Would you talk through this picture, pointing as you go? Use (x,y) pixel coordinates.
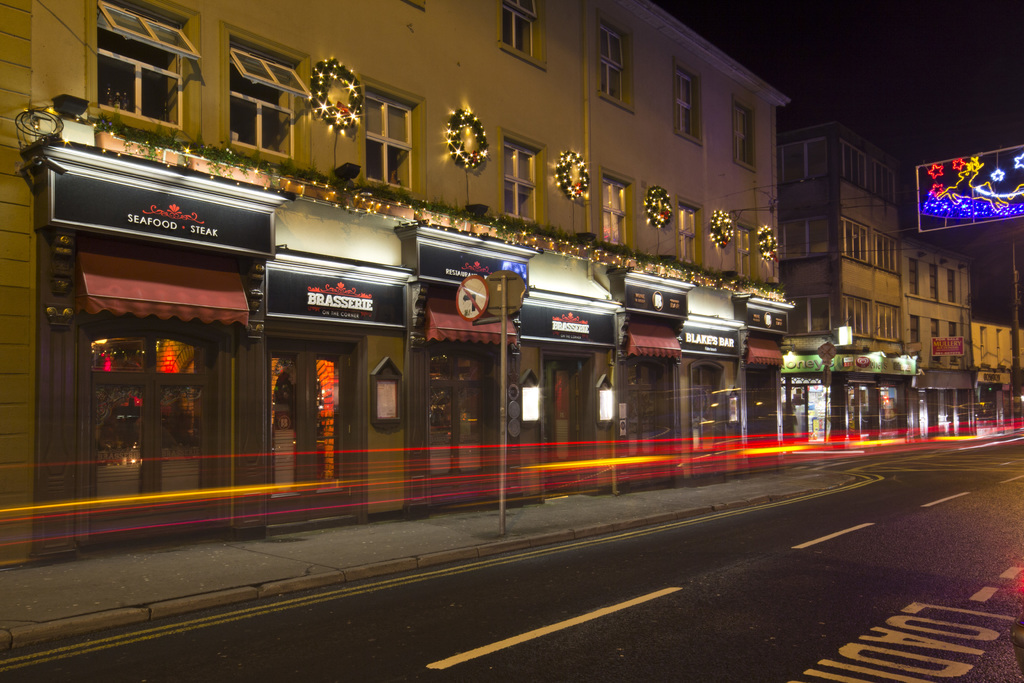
This picture is clicked outside the city. At the bottom of the picture (591,559), we see the road (570,614). Beside that, we see a pole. On the left side (335,141), we see a building (4,435) which is decorated with lights (331,124). It has glass doors (103,430) and windows (392,152). We see black color boards (124,197) with some text (648,305) written on it. There are buildings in the background (790,335). On the right side (1012,209), we see a board (917,189) which is decorated with lights (1007,194).
